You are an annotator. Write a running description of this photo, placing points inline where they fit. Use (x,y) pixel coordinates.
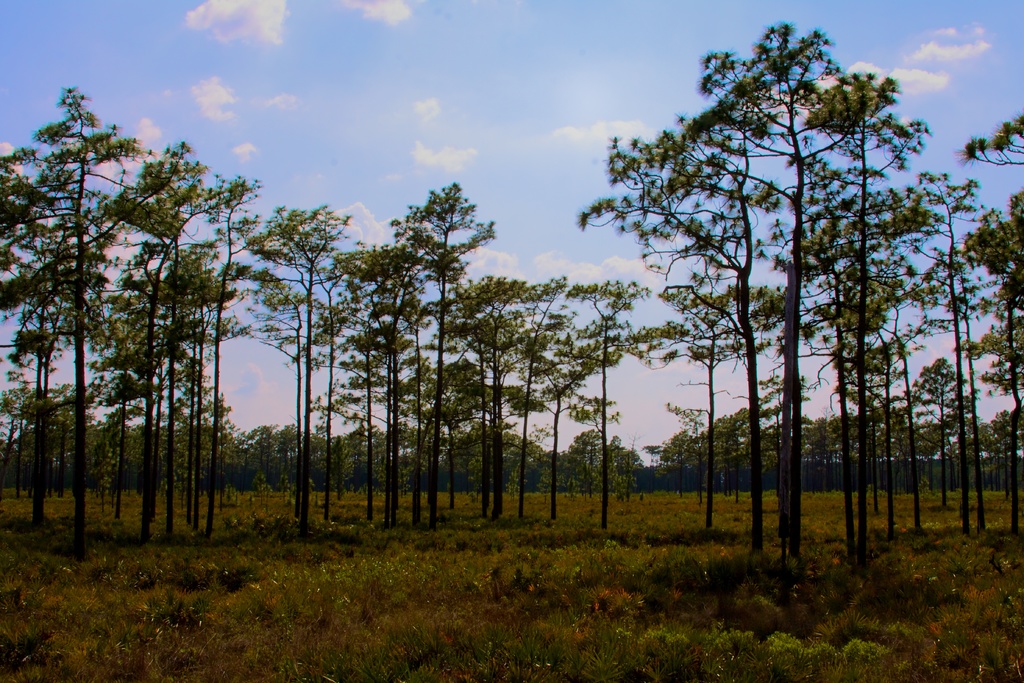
In this picture I can see grass (720,501), there are plants (1003,527), trees (757,136), and in the background (580,124) there is the sky (505,35).
